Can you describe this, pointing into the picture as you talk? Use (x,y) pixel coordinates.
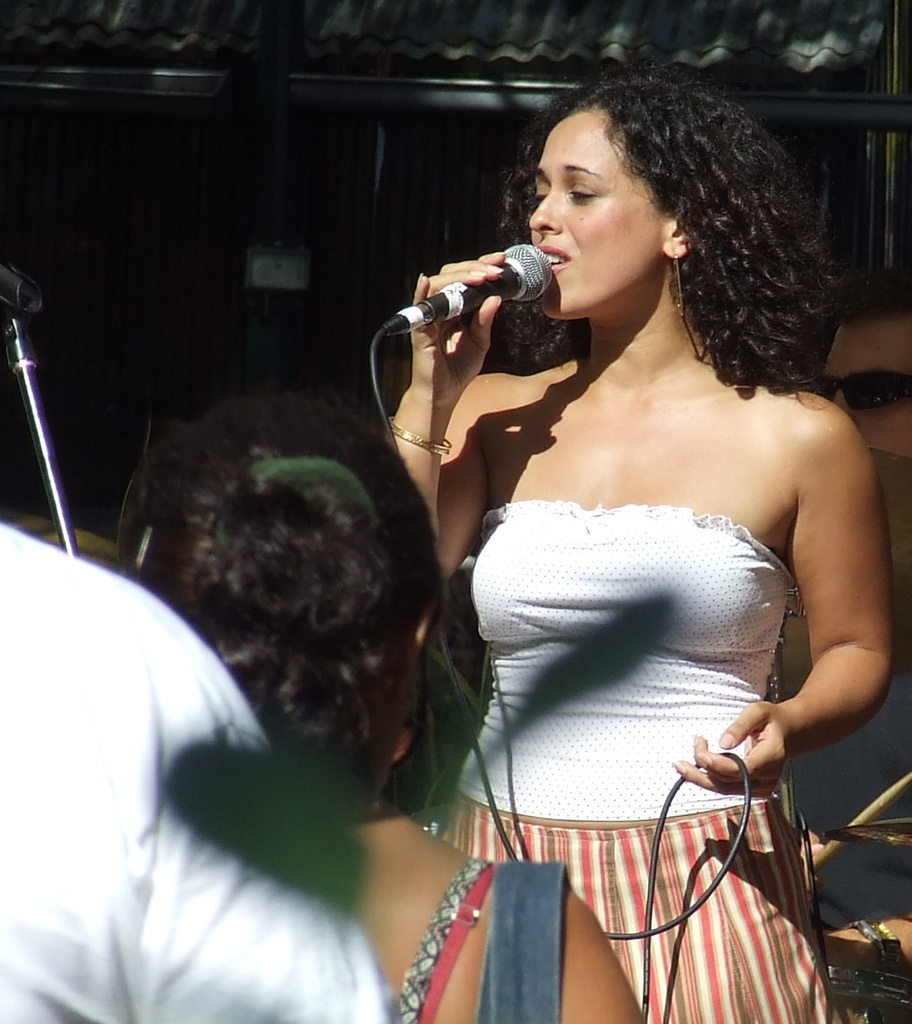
This woman (728,492) holds mic (503,278) and singing and she wore white t-shirt (598,785). These are audience (27,694). Far there is a shed (202,141). This is a musical plate (859,834). This man (891,384) wore goggles (875,386).
